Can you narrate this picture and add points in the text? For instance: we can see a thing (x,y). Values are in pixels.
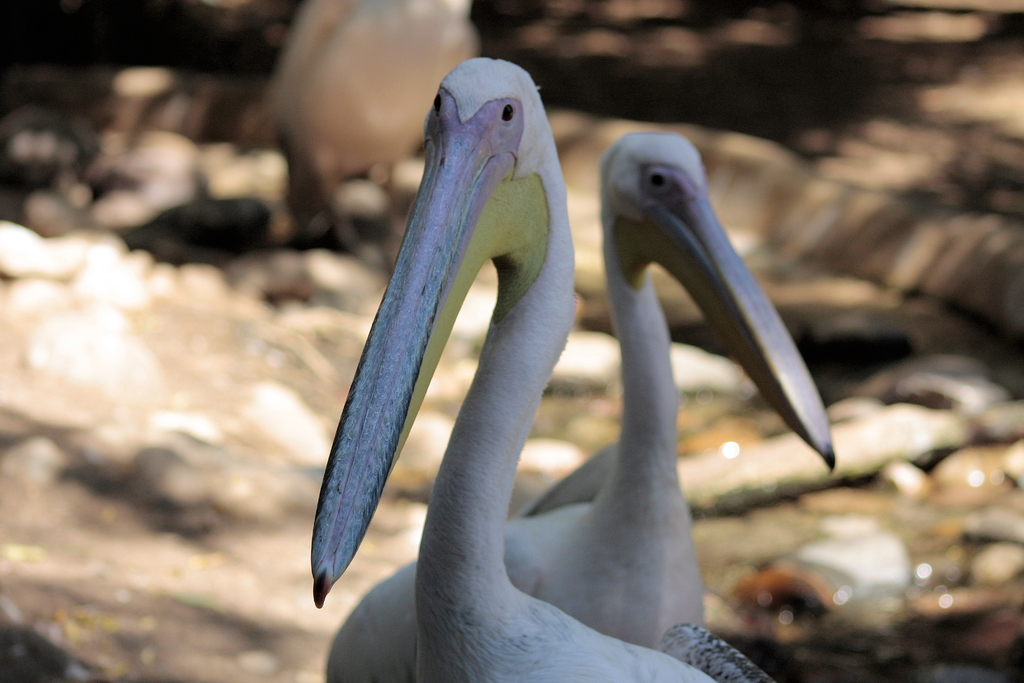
In this image there are two water birds (625,242) in the middle (503,397). They have a long beak (416,329). At the bottom (52,462) there are stones (139,448) and water (935,592).
